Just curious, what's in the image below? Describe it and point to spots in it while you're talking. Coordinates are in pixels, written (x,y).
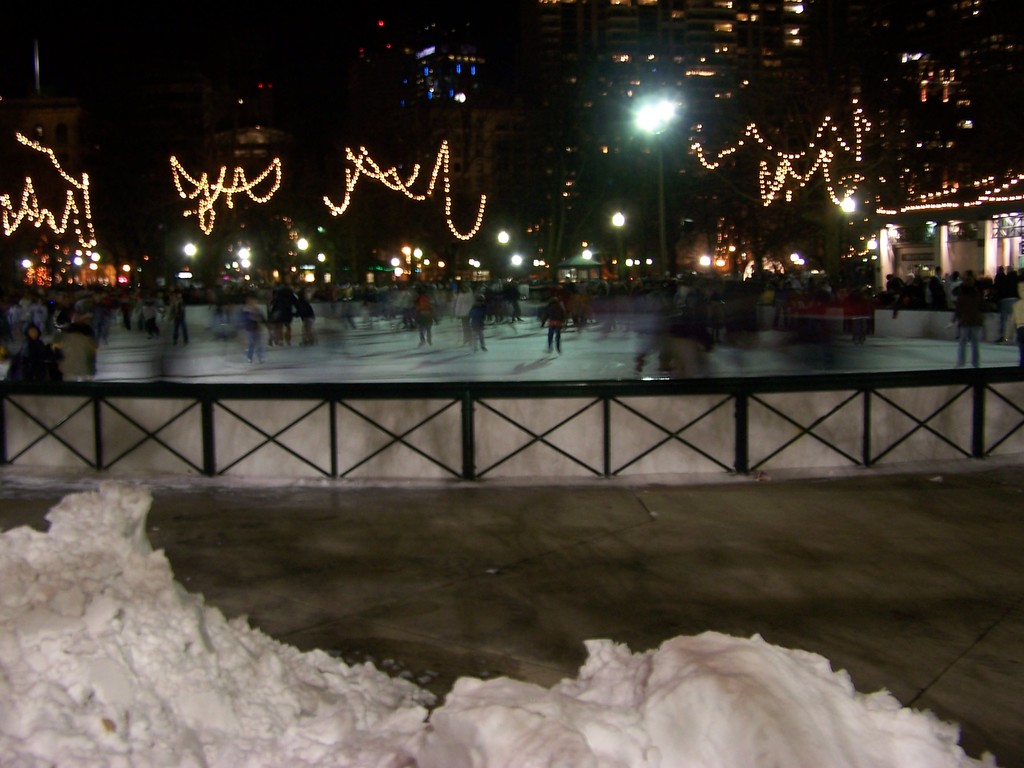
This image is taken outdoors. In this image the background (317,176) is a little dark. There are a few buildings (564,119). There are many poles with street lights (93,266). There are many rope lights (274,192). At the bottom of the image (648,726) there is snow (420,726). In the middle of the image (599,299) there is a crowd (104,335) a few people (79,324) are skating and a few (495,297) are standing. There is a fence (492,433).
